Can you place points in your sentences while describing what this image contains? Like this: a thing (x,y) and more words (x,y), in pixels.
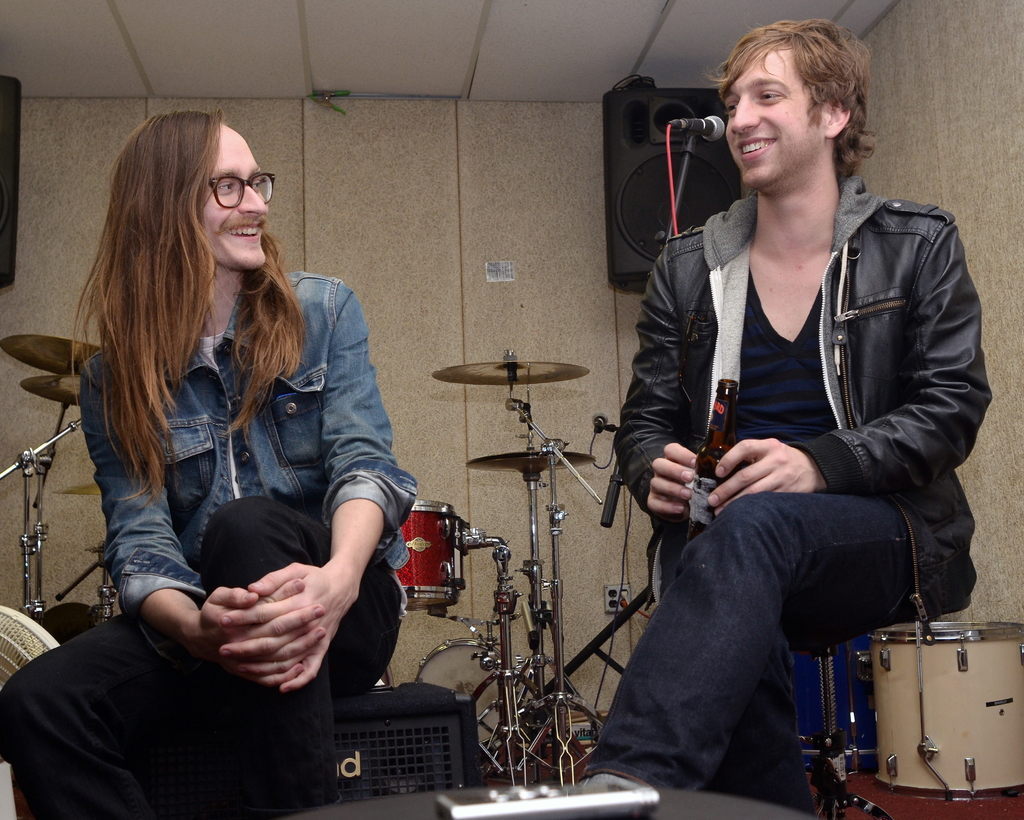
In this image I can see a person (786,400) wearing black t shirt (790,379) and black jacket (909,379) is sitting on the chair (828,615) and holding a beer bottle (718,461) in his hand (681,486), To the left side of the image (241,436) i can see a person (305,432) wearing glasses (226,203), blue jacket (272,394) and black pant (277,529) sitting and smiling. In the background (402,213) I can see the wall (416,222), the ceiling (431,64), few speakers (11,93), a microphone (714,123) and few musical instruments (494,605).
